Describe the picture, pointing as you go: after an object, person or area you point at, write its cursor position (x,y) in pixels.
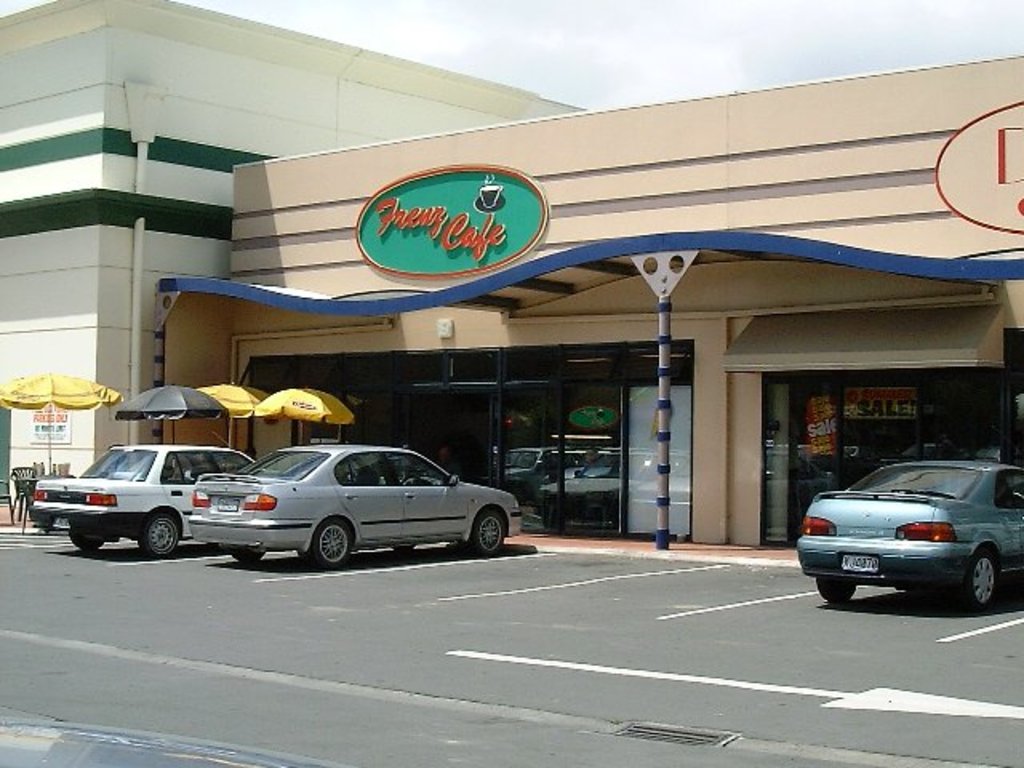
In this picture I can observe two buildings (24,69). On the left side (147,402) I can observe yellow and black color umbrellas (176,397). In front of these buildings (435,405) there are three cars (121,510) parked on the road (418,611). In the background (577,78) there is a sky (417,49).
